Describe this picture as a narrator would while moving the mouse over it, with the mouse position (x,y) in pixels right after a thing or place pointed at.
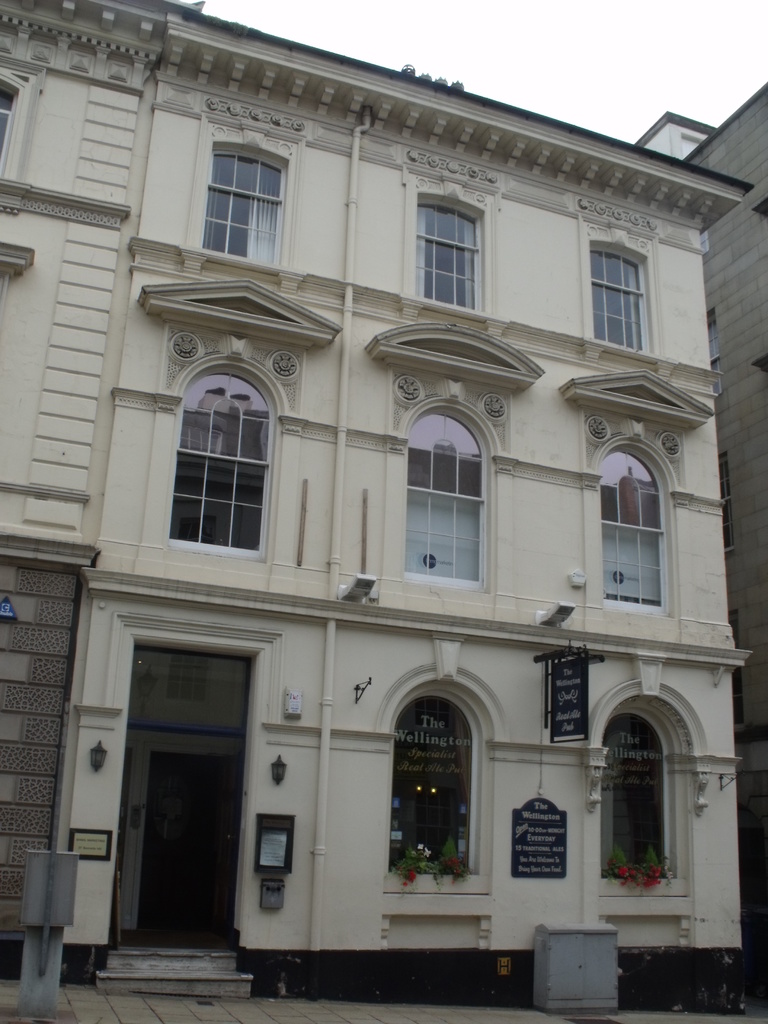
In this image we can see the front view of the building (508,442). We can also see the flowers (612,879) with leaves (422,867). There is also text boards (564,676). At the top (484,36) we can see the sky (612,80) and at the bottom (196,1010) there is path (371,1017).
